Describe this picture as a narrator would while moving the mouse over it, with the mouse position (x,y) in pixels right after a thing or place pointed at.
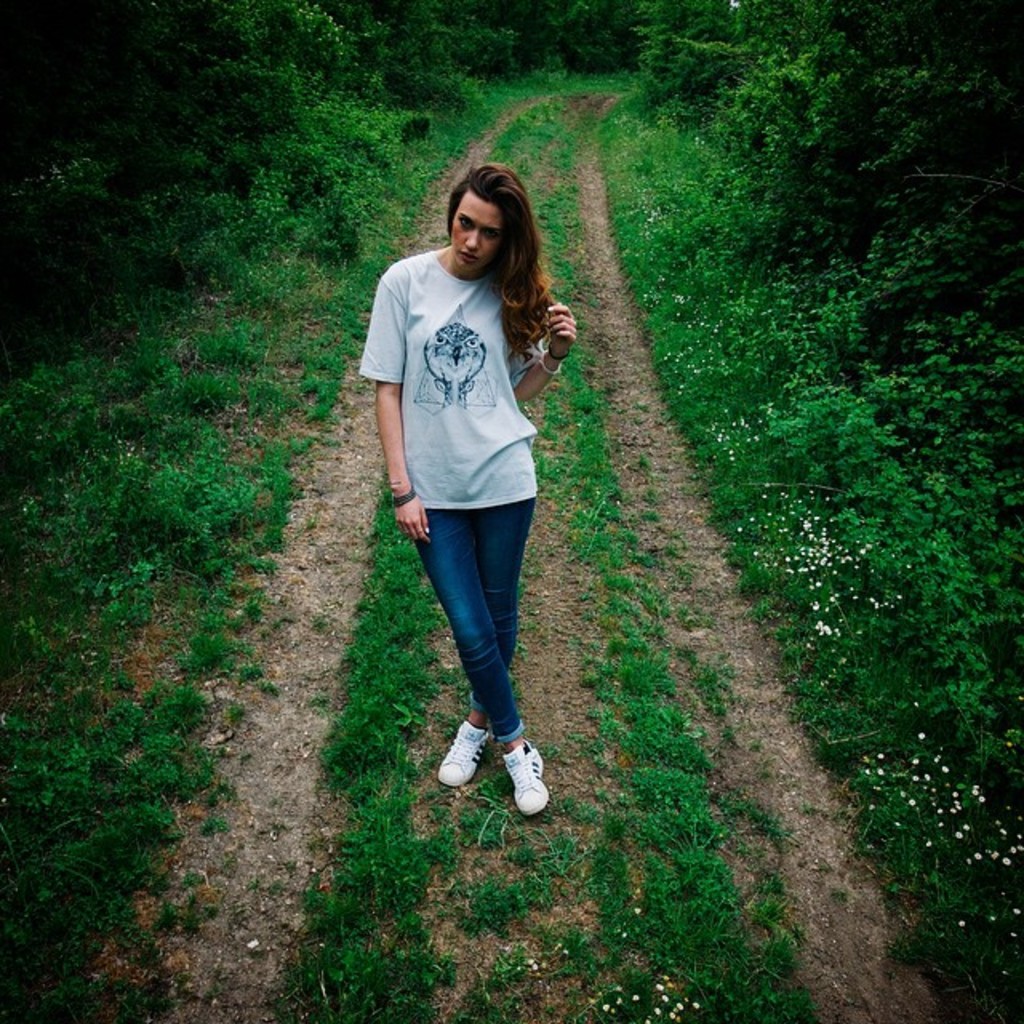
In this picture we can see a woman (497,464) in the white t shirt (425,462) is standing on the path (334,615) and behind the women (498,320) there are plants (345,125) and trees (336,111).
